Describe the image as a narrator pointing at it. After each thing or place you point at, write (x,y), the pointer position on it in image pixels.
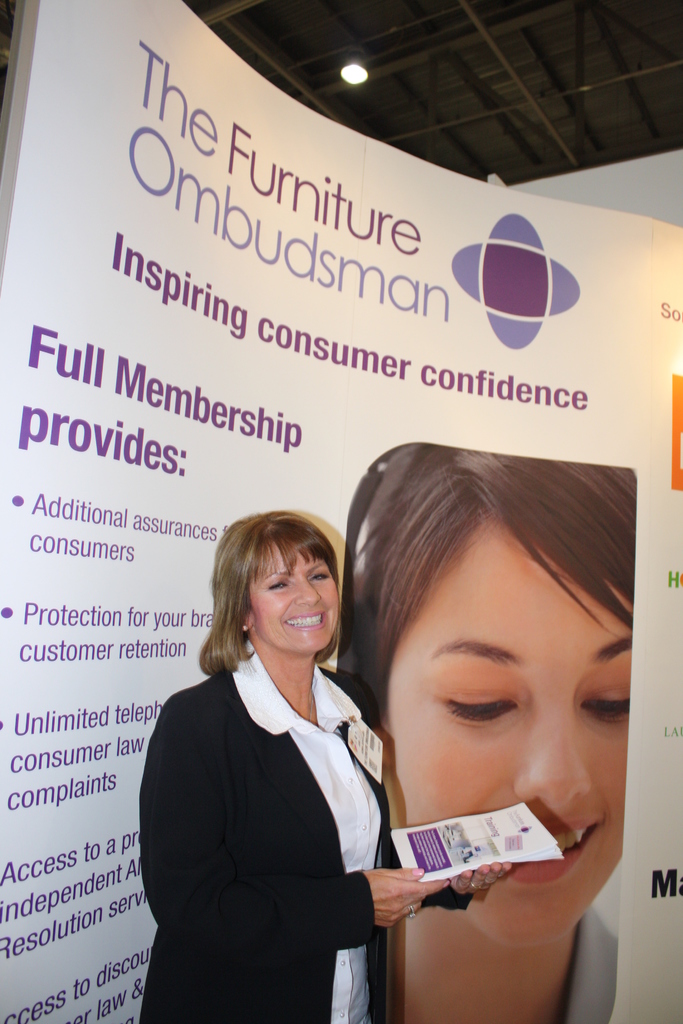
In the center of the image (309,643) a lady (247,839) is standing and holding the papers (449,833) in her hand (436,883). In the background of the image (356,475) board (405,323) is there. At the top of the image (537,79) roof (441,78) and light (358,76) are there.
